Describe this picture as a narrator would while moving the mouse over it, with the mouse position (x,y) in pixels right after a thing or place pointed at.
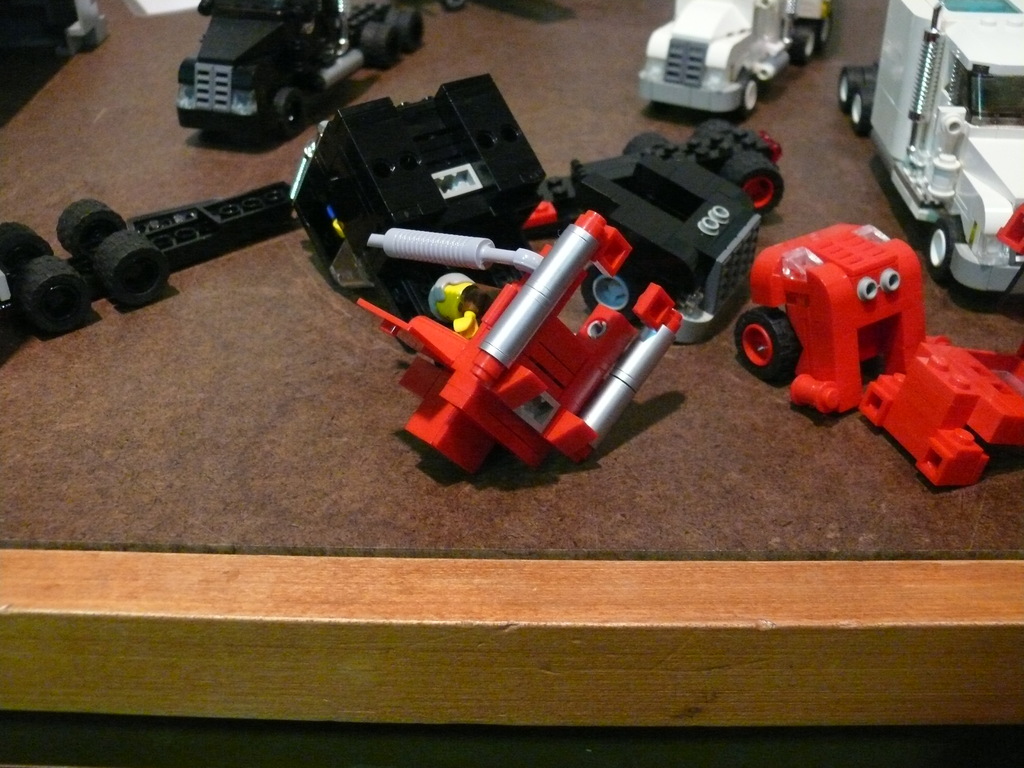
Here in this picture we can see toys (603,416), such as trucks (760,197) and other things (449,280) present on a table (297,247).
